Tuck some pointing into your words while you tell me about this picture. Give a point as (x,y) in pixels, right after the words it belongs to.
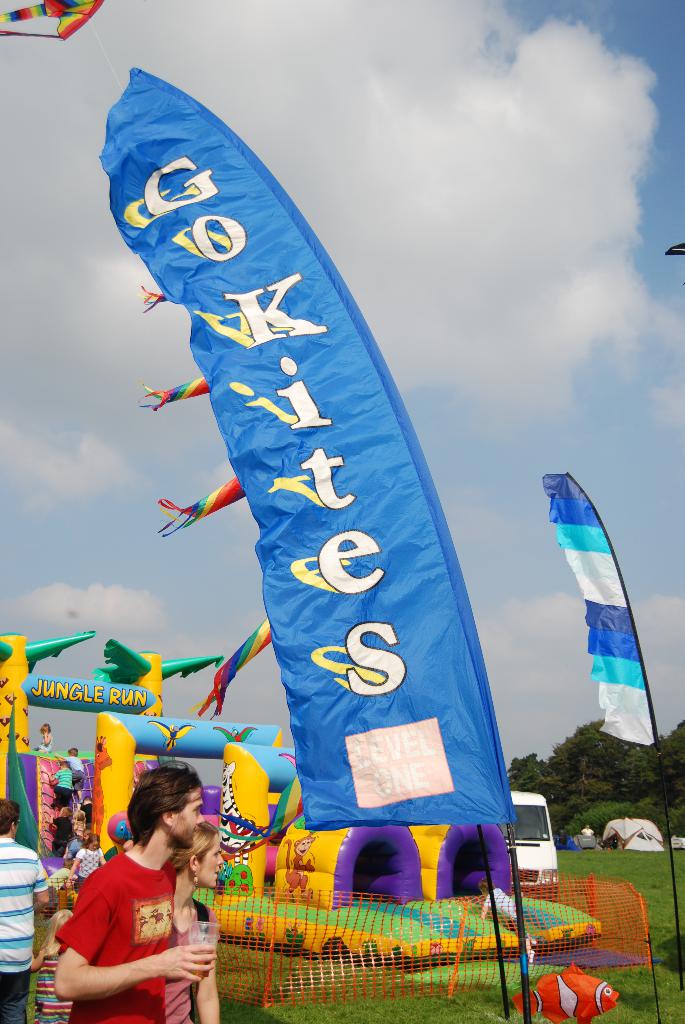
In this image there are flags (387,800) and we can see a fun ride (127,796). There are people (195,852) and we can see a net (469,921). There is a vehicle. On the right (643,849) there is a tent (622,830). In the background (612,786) there are trees (676,779) and sky (458,99). We can see a kite (72,22). At the bottom (365,1017) there is grass (365,1017).
